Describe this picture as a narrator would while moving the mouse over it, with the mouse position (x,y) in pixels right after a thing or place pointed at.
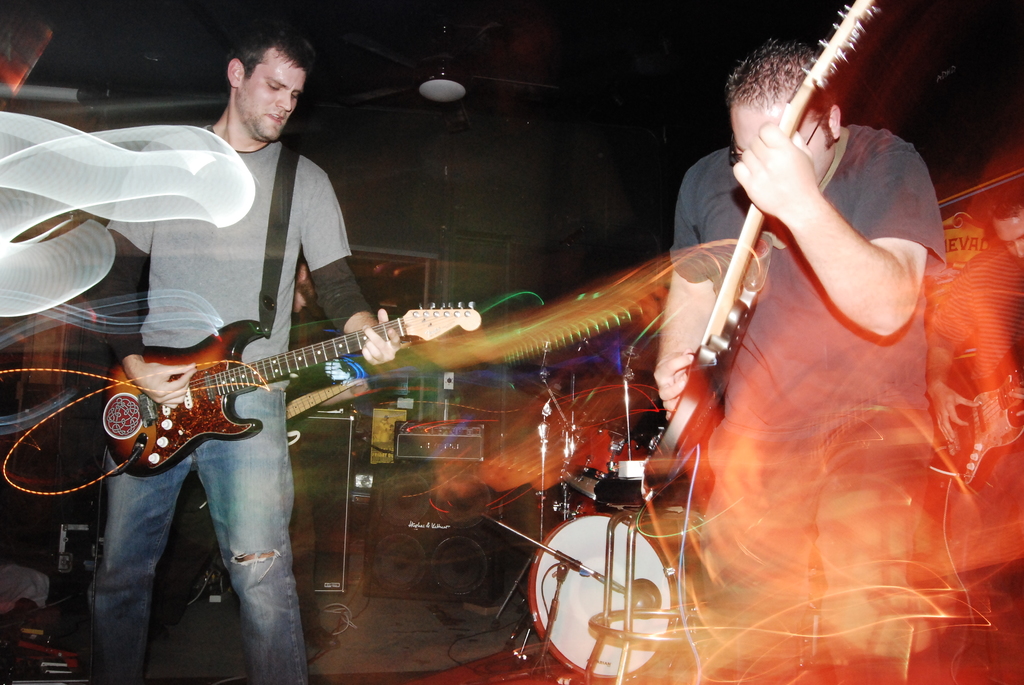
Here we can see two persons (121,631) are playing guitar (749,299). This is floor (359,647) and there are some musical instruments (325,490). On the background (491,215) there is a wall (470,132) and this is fan (459,79).
